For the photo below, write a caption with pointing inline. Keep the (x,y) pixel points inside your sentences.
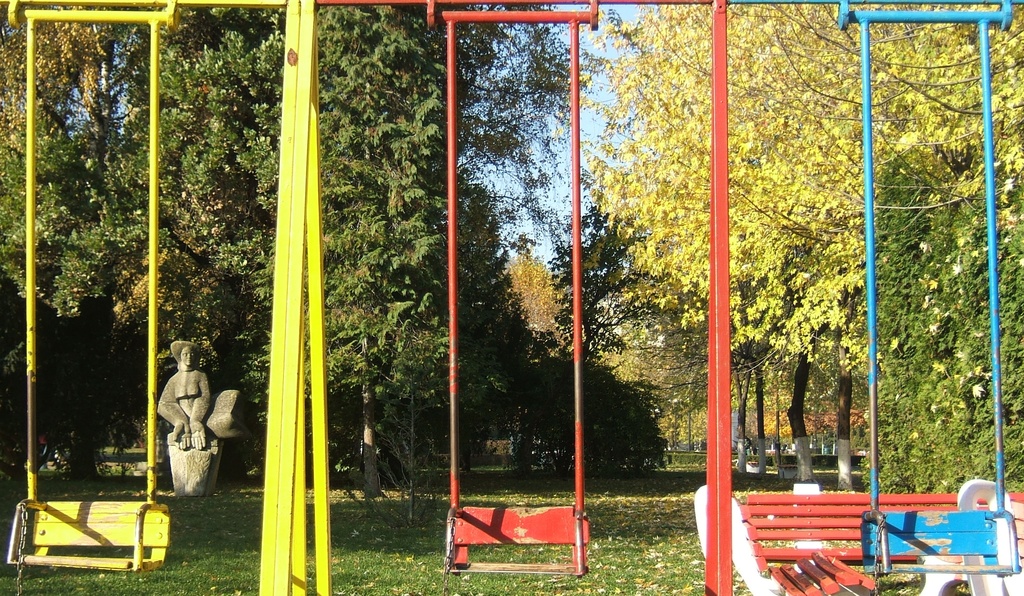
There are swings (149,470) in yellow, red and blue color. On the right side (794,523) there is a bench (772,558). On the ground (377,562) there is grass (522,561). In the back (196,417) there is a statue (187,390). In the background (234,215) there are trees (530,213) and sky (555,149).
